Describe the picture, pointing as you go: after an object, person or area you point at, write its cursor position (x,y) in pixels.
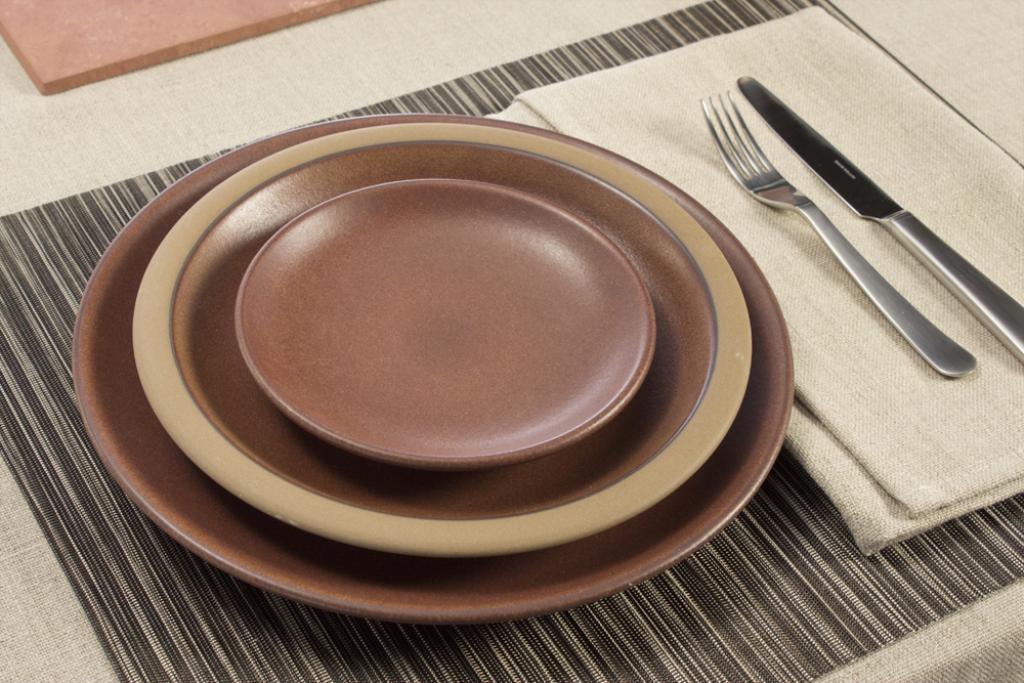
In this picture there are two plates (385,475) placed on the top of the other plate (567,570) and there is a fork (904,313) and knife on the cloth (1001,452). At the bottom (830,574) there is a table mat (782,639) and there is an object (72,44) on the table (28,633) and the table (103,147) is covered with cream color cloth (28,606).
